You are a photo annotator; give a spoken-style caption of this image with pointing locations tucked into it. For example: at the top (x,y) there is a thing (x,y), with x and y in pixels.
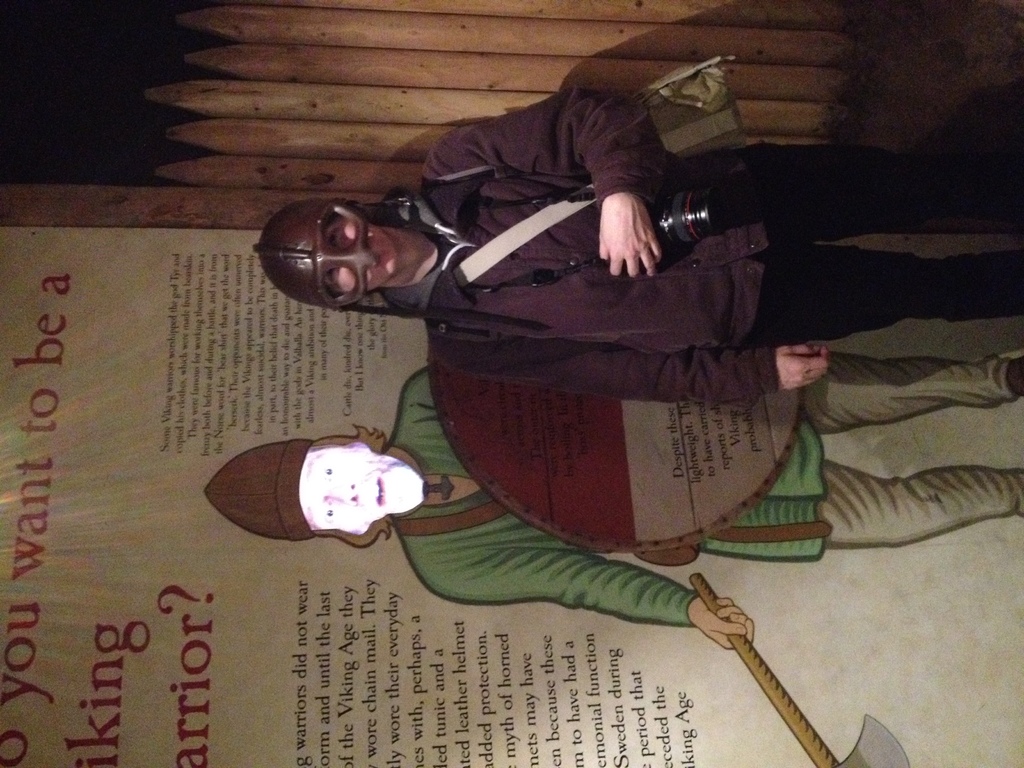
In this picture there is a person (748,231) standing and carrying a camera (687,215) and there is a helmet (356,247) on his head (387,278) and there is a picture (501,536) of a person (508,555) and there is something written beside it in the background (401,615).
